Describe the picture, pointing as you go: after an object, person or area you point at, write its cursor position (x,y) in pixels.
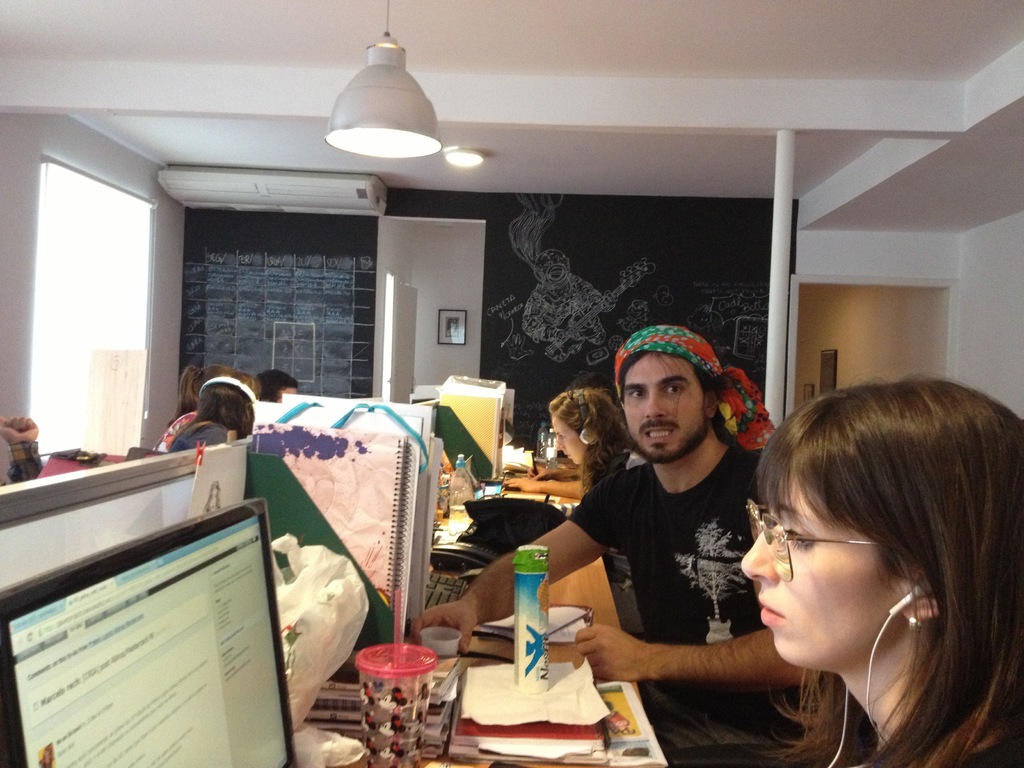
At the top (505,157) we can see ceiling (516,156) and lights (402,67). This is air conditioner (346,198). Here we can see blackboard (560,272) something written and drawn on it. Here we can see frame (449,313) over a wall (477,333). We can see all the persons (722,545) sitting on chairs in front of a table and on the table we can see books (405,480), bottles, monitors (276,604), papers (581,689). This is a window (146,342).
